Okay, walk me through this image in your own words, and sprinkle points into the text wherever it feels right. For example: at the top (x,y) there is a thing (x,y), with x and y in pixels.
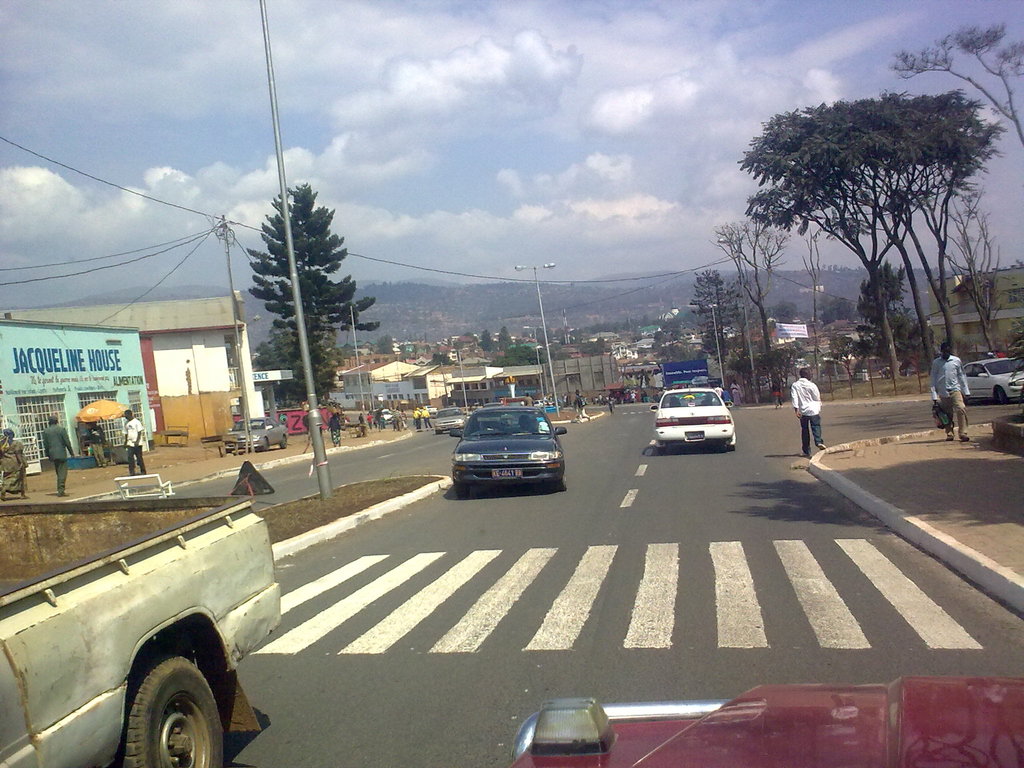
In this image we can see motor vehicles (560,468) on the road (495,532), person's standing on the road (755,422), stores (203,346), buildings (350,365), street poles (312,371), street lights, cables (524,278), trees (893,295) and sky (527,99) with clouds (456,223).
